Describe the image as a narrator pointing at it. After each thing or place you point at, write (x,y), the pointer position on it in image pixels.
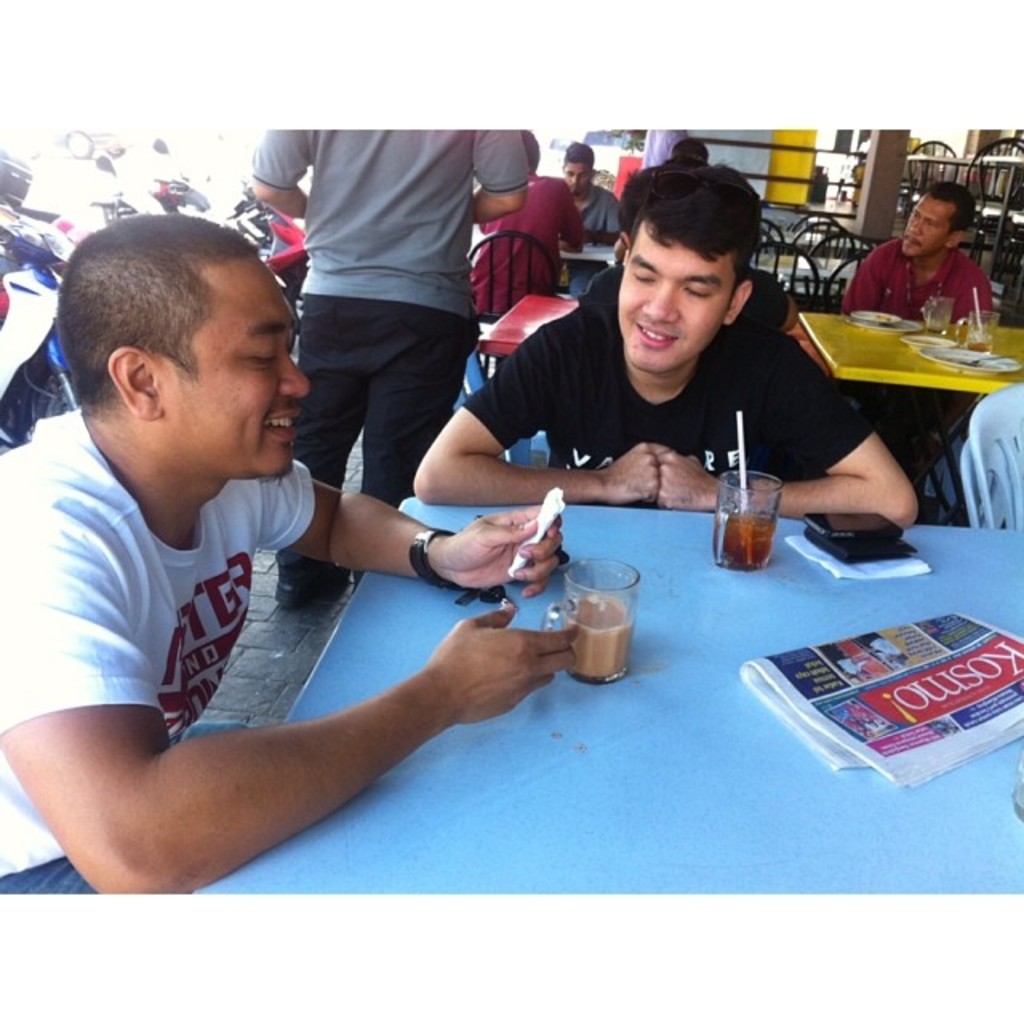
Persons (570,435) are sitting on the chair (1008,466) and on the table (692,749) we have glass (742,531), paper (893,701), phone (835,530), drink (755,523) and in back (116,201) vehicles (19,220).
